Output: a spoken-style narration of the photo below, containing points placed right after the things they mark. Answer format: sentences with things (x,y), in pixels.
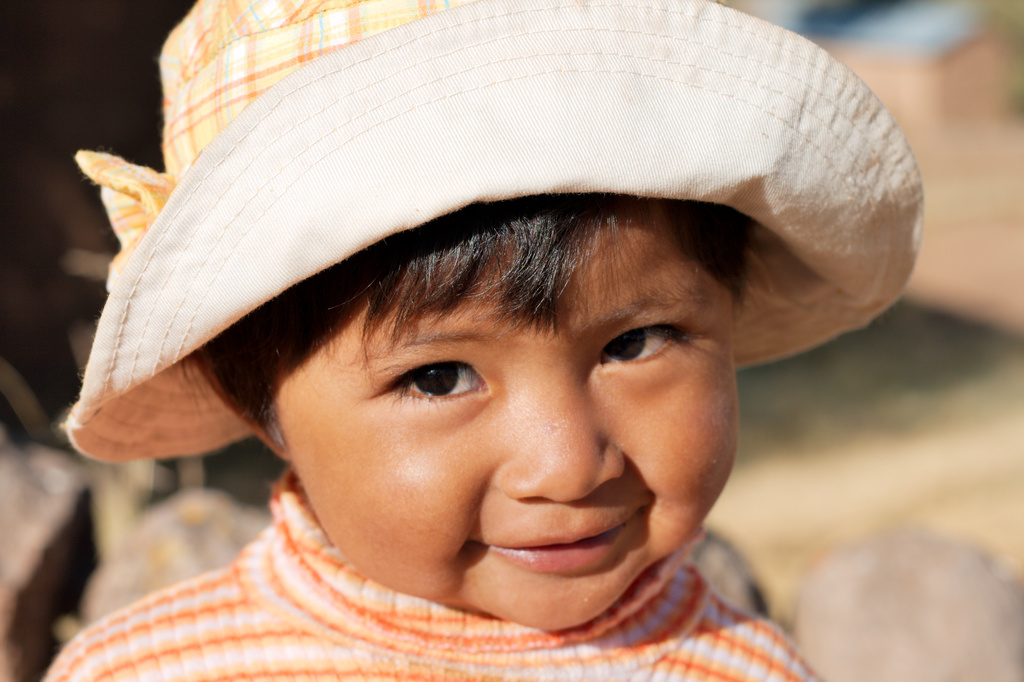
In this picture, we see a girl (442,370) is wearing a hat (318,117). She is smiling and she is posing for the photo. Behind her, we see the rocks (903,563). In the background (946,316), it is blurred.
